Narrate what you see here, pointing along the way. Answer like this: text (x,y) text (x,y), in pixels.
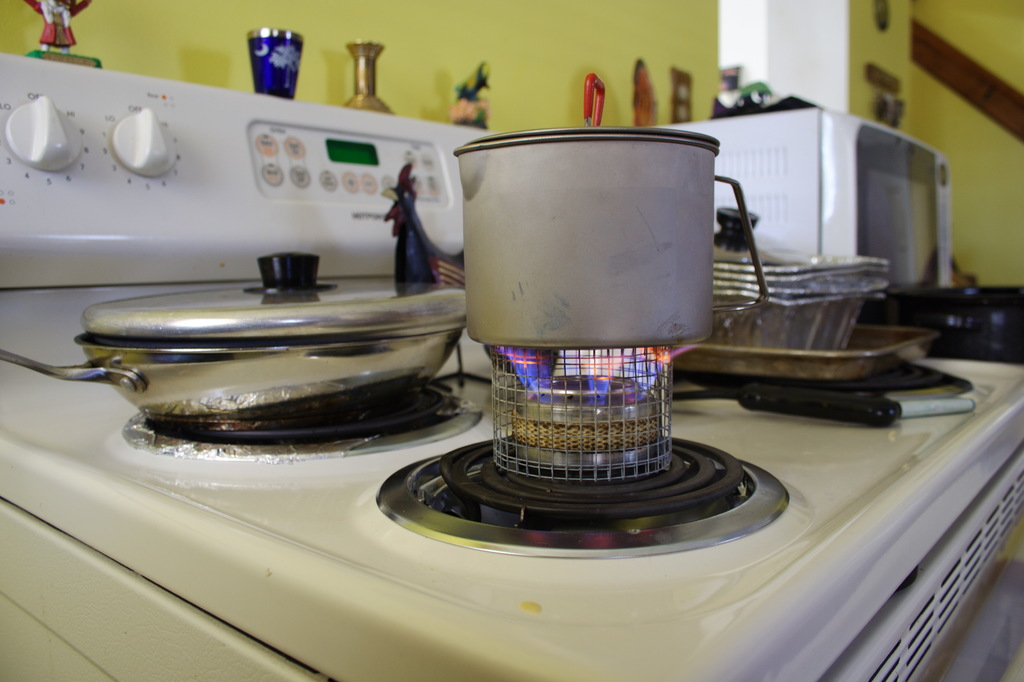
There is a stove (93,213) as we can see in the middle of this image (467,329). There is a wall (414,58) in the background (691,83). There are some objects (252,65) kept as we can see on the left side of this image (276,60).
